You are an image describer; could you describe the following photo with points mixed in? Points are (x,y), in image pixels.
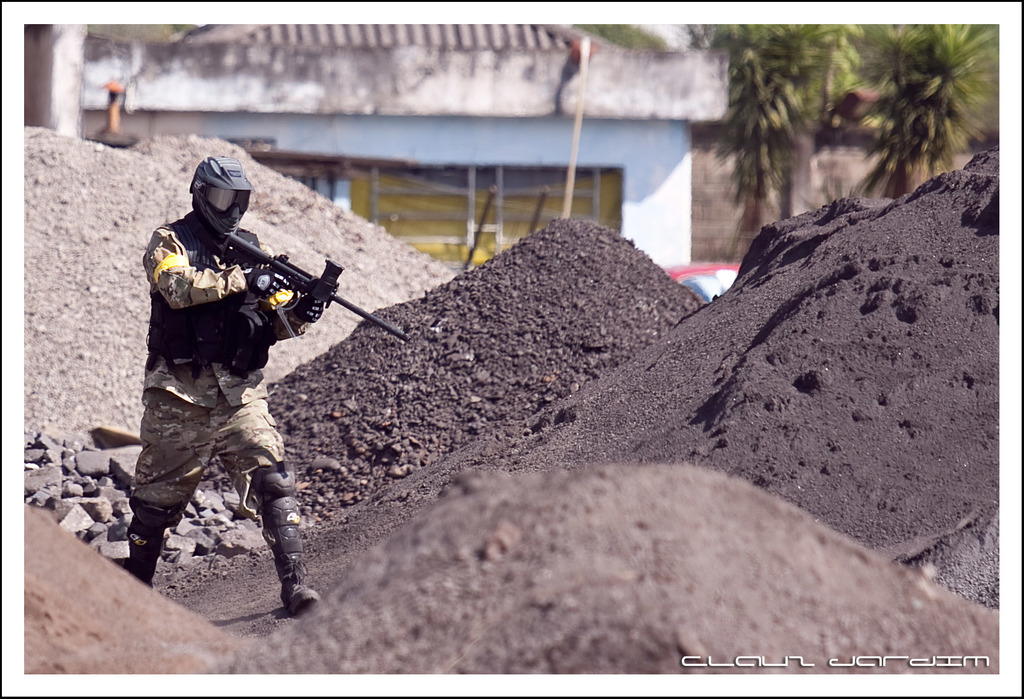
Here in this picture we can see a person (198,352) walking on the ground (217,485) and we can see he is wearing military dress (221,434) with knee pads (258,468), jacket (242,322), gloves (248,277) and helmet (212,212) on him and he is also carrying a gun (321,284) with him and we can see heaps of different things (320,348) present over there and behind him we can see a house (331,142) present and we can also see trees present over there.
